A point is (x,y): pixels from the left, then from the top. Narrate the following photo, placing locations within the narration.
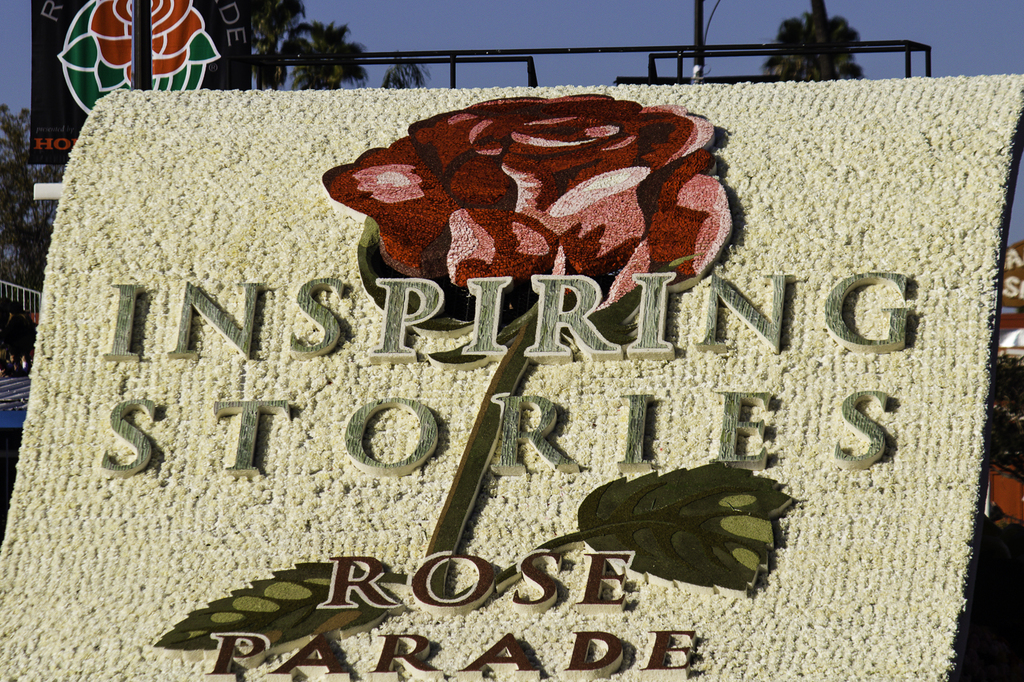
Here in this picture we can see a flower panel (968,122) and on that we can see a rose design (377,246) present and we can see some text (177,340) written on it and behind that we can see some banners (191,58) present and we can see trees (298,5) present all over there.
